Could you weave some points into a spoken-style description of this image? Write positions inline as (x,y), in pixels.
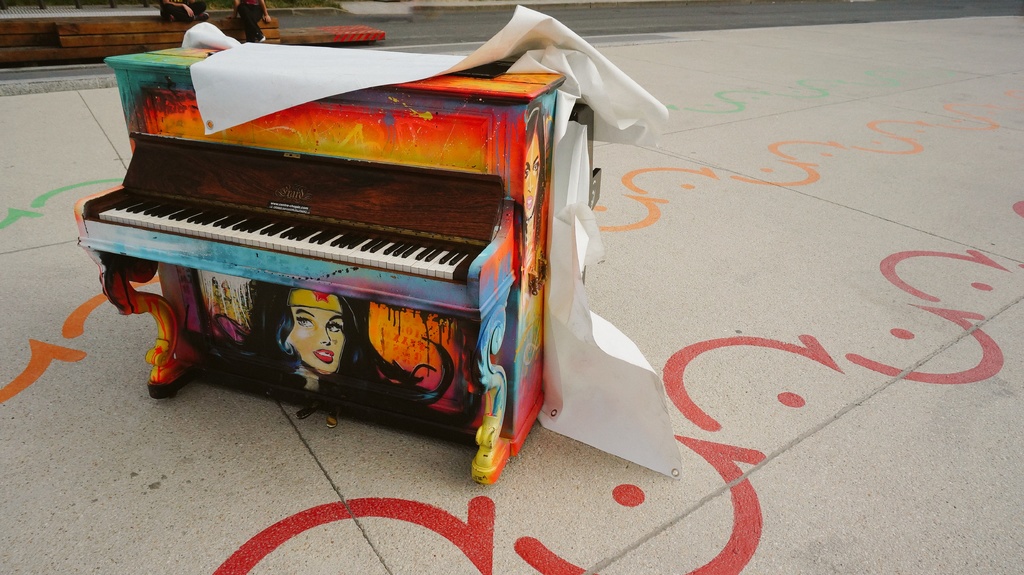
In this picture, there is a piano (294,228). On this piano (307,345), there is an image (323,354) of a woman (310,326). There is a sheet (421,65) on the piano (410,85). There is a road (448,22). Piano (321,176) is placed on the path (780,285).
